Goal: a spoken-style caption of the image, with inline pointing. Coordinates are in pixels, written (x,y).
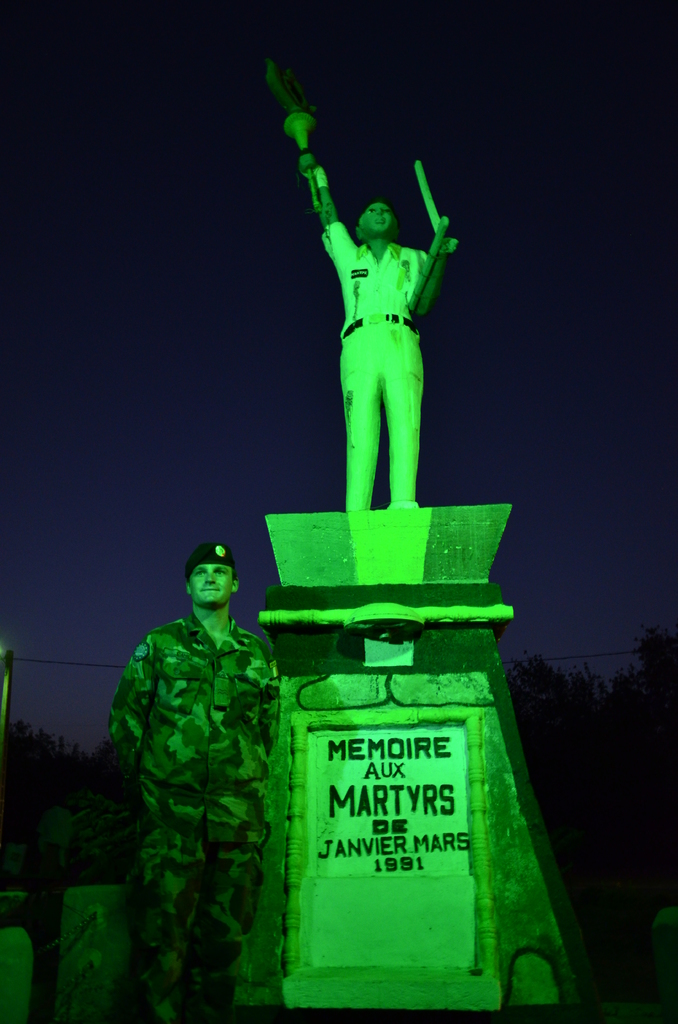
In this image there is a statue (364,215) of a person (373,291) holding some objects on the rock structure (390,660) with some text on it, beside the statue (383,298) there is a person (239,815) standing. The background (639,548) is dark.
